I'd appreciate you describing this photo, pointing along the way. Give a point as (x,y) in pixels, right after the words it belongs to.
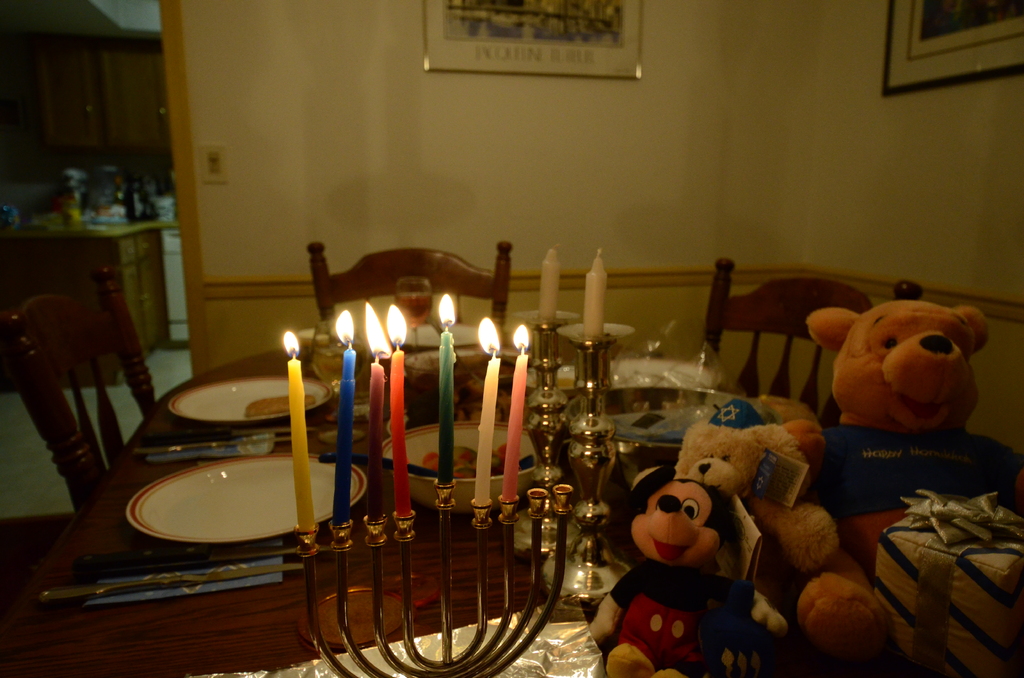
In this image I see a table (23,656) on which there are candles (376,420), soft toys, plates (248,482) and glasses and I also see food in the bowl (473,475) and i see 3 chairs (354,270). In the background (544,227) I see the wall (208,30) on which there are 2 photo frames (424,39) and few things (122,180) on the counter top (2,230).
